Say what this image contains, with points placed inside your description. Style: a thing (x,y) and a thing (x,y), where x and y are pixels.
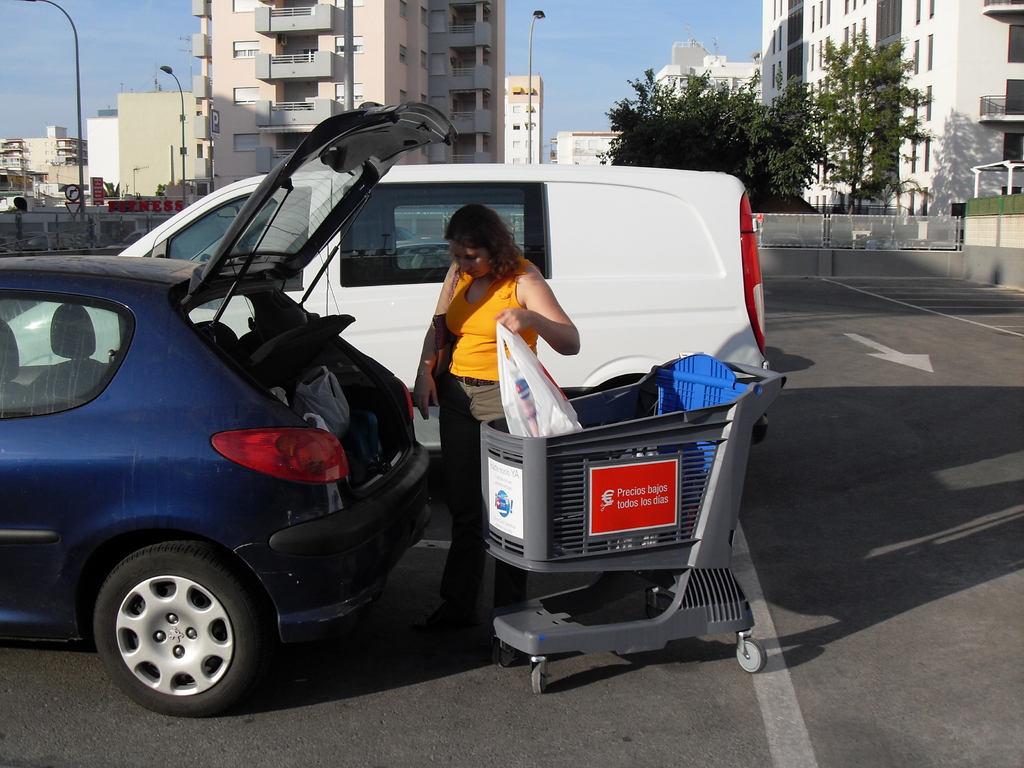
In this image we can see a woman (491,317) standing on the road (491,633) holding a cover (535,413). we can also see a car (369,496), truck (571,264) and a trolley (561,510) beside her. On the backside (126,235) we can see a fence (145,221), street poles (80,184), a board (105,200), some buildings (368,98) with windows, trees (674,156) and the sky (590,67) which looks clear.
